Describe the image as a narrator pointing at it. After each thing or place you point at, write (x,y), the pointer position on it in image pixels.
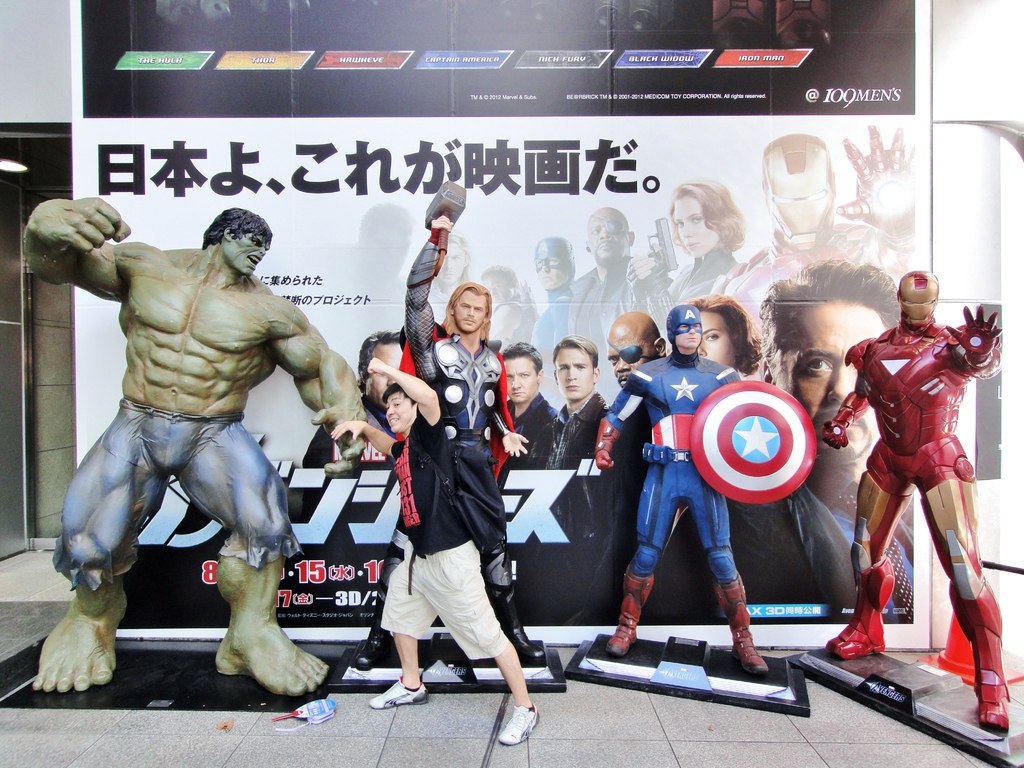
In this picture we can see a few statues (380,632) and an object (319,712) on the path (283,738). There is a man (506,674) wearing a bag (475,454) and posing on the path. We can see a banner (331,518) behind these statues (259,636). There is some text (111,190) and a few people (692,278) visible in this banner (259,201). We can see a light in the background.
